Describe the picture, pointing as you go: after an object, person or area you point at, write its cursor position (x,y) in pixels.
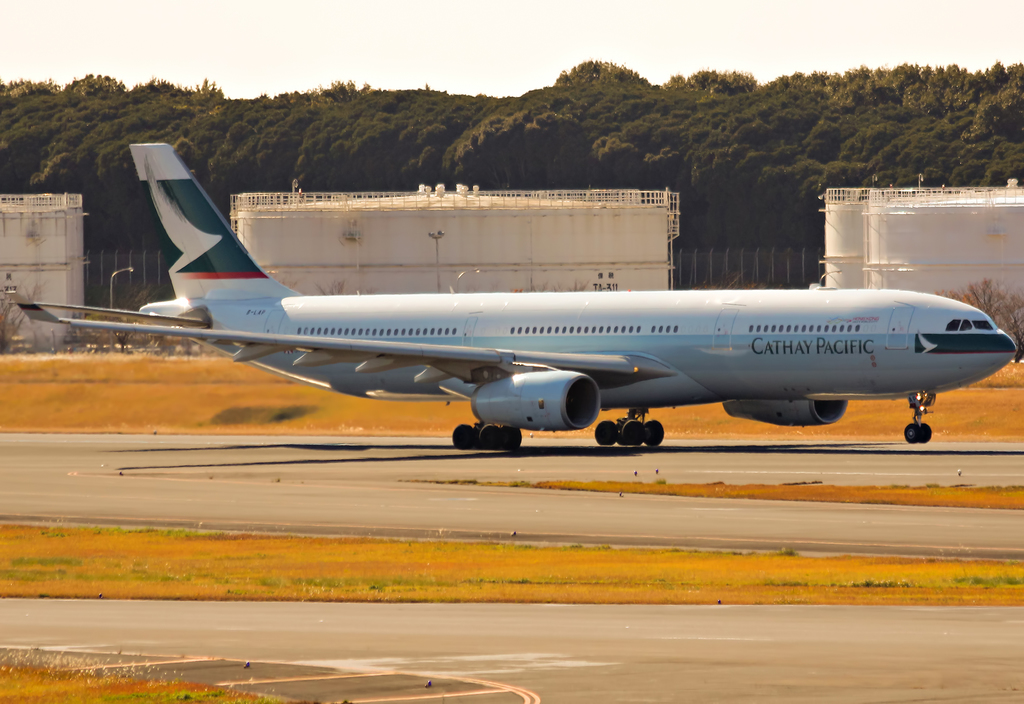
In this picture we can an airplane (966,316) on the runway (432,511). Far away we can see buildings (342,200) and dense trees (626,102).
